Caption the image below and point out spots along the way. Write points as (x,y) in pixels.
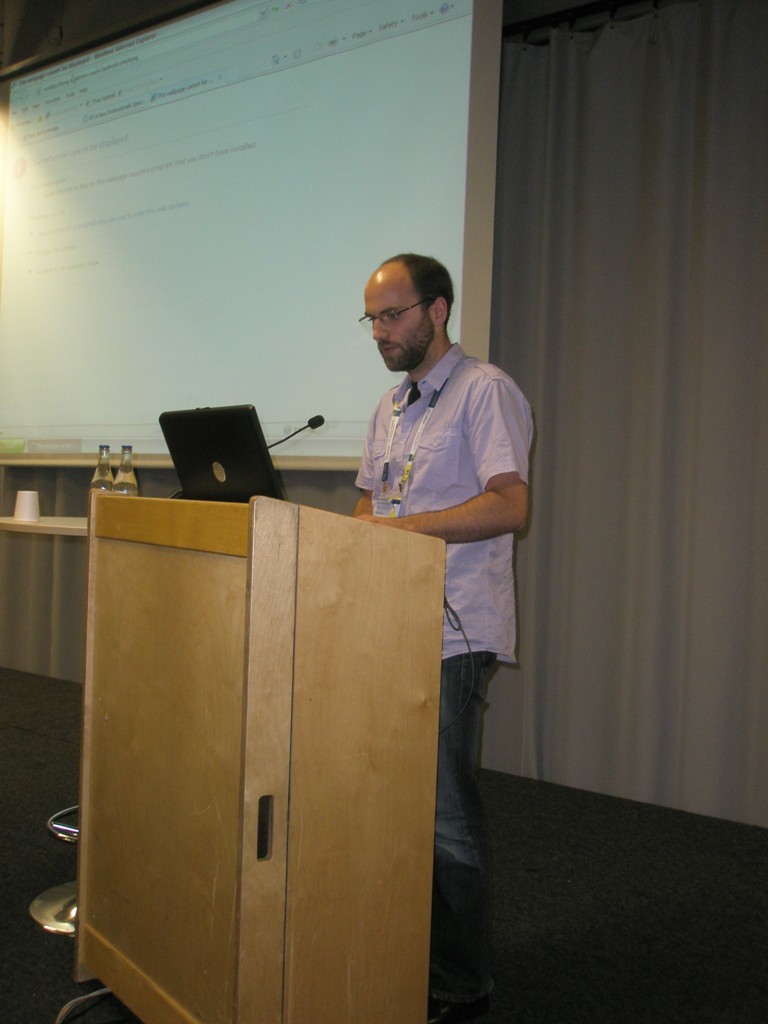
In this image a person (464,973) is standing behind a podium (355,548) which contains a laptop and a microphone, beside him water bottles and a cup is placed on a table (85,521) and in the background (147,100) there is a screen (43,374) where some text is projected on it.
